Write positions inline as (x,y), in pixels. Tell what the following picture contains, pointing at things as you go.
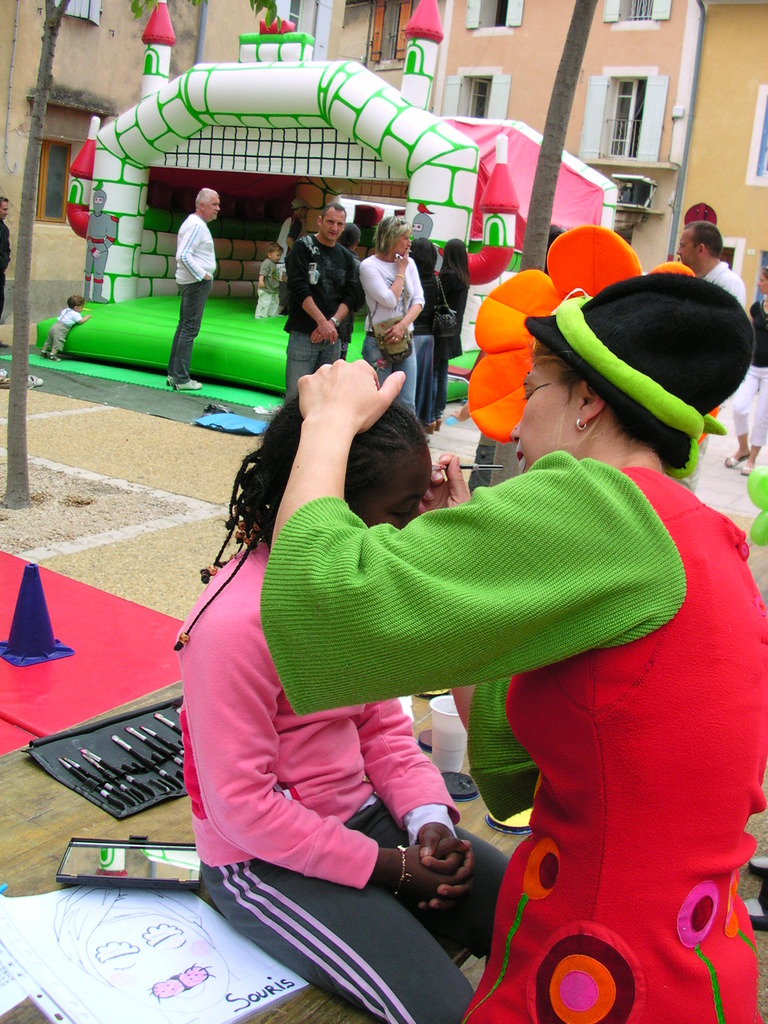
In this image I can see few people (492,597) with different color dresses (426,608). To the back of these people (432,580) I can see the air balloon (151,299) which is in green and white color. In the back (227,22) I can see the building (92,50) and there are windows (491,88) to it. And I can see one person (589,412) is wearing the hat (689,442).
